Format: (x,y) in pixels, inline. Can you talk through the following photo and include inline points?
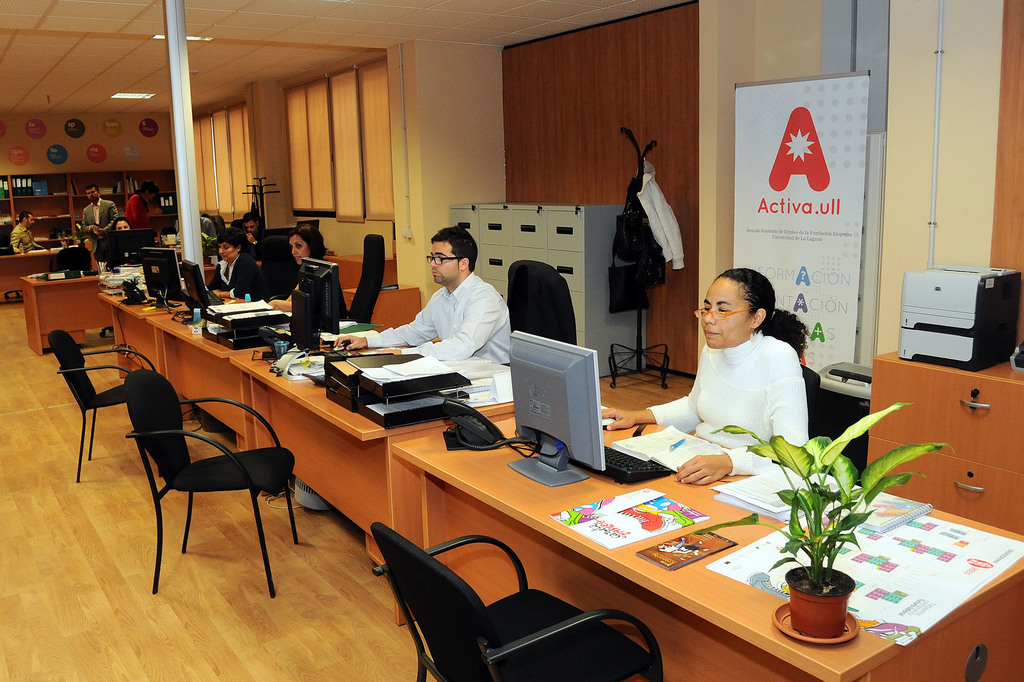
In this picture we can see few persons (253,280) sitting on chairs (269,280) in front of a table (655,576) and on the table (647,429) we can see monitors (583,439), keyboards (631,472), printers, papers (476,388), house plant (802,531). These are empty chairs (480,663). This is a locker (566,247). Here we can see a flexi (828,168). here we can see few persons (133,204) standing. This is a floor (30,678).
